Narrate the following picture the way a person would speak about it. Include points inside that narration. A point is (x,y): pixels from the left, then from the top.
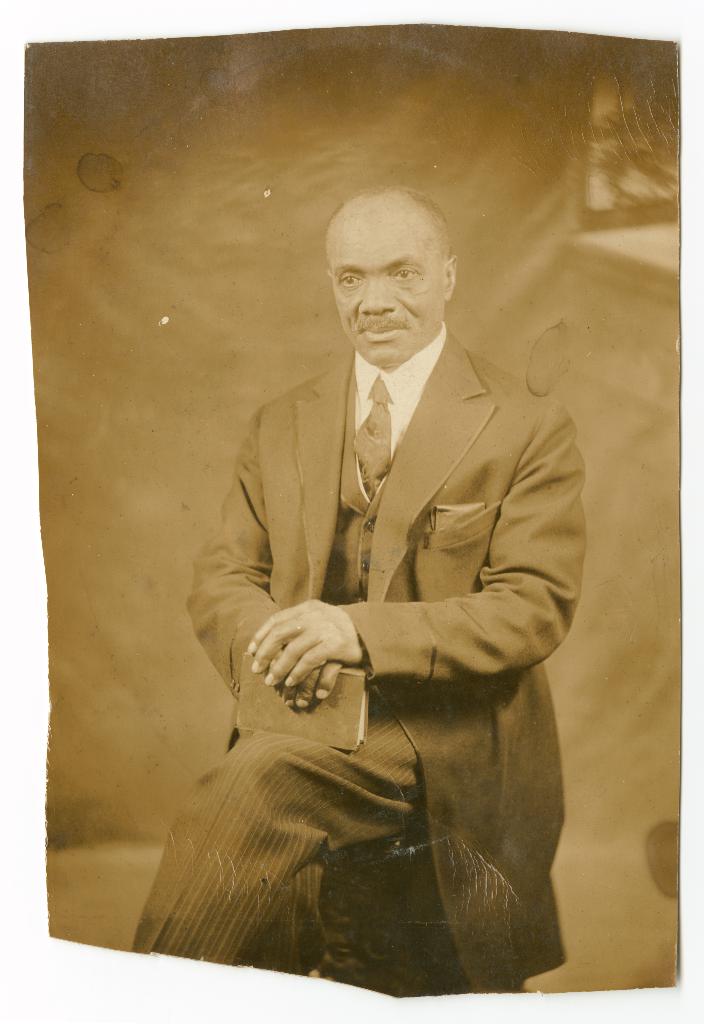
In this image we can see a photo (359,593) of a person (467,568) holding a book (344,707) and he is sitting.
